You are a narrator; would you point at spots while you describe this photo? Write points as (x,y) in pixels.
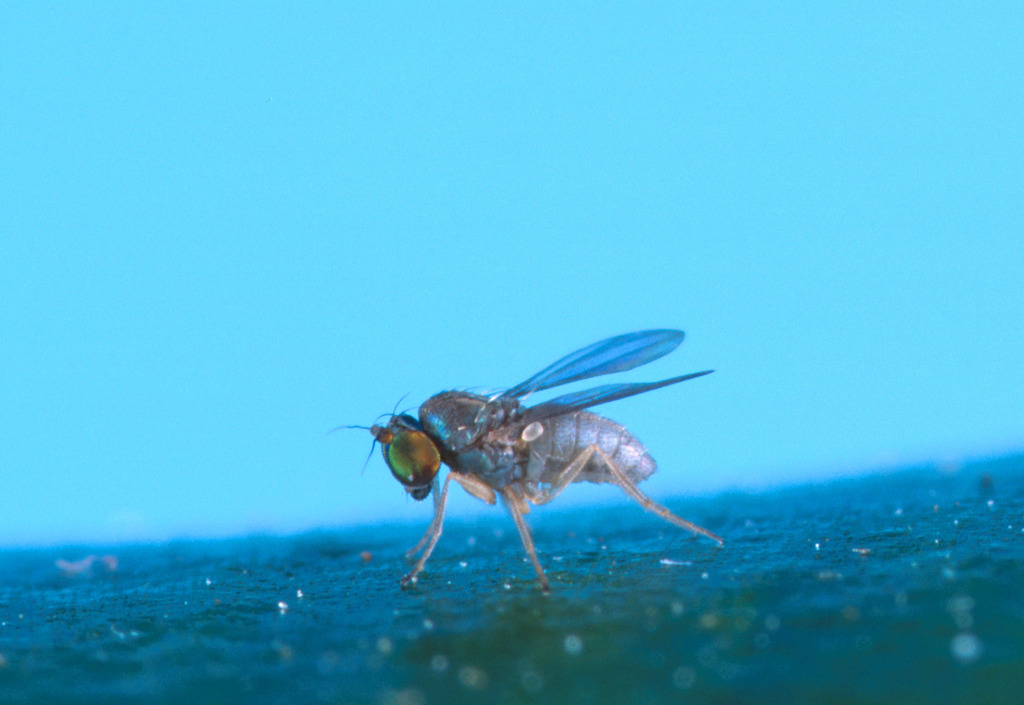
In the picture we can see an insect (530,448) standing on the surface (448,610) with wings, legs (448,489), and eyes (407,480).
